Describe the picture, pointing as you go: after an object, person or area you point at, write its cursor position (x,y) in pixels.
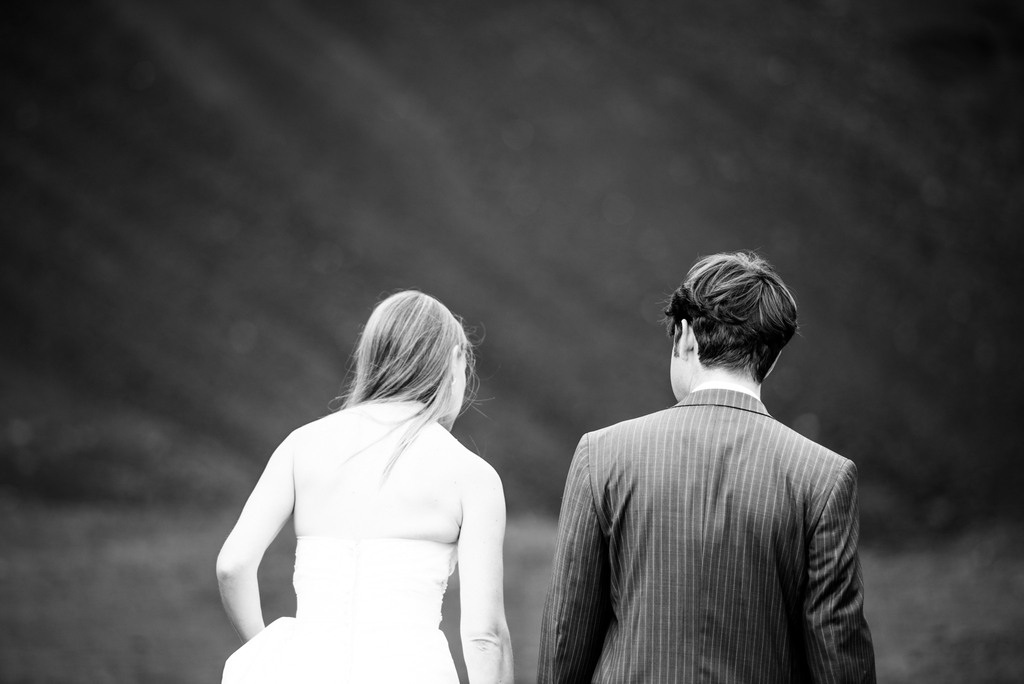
This is a black and white image of a couple (424,559).
